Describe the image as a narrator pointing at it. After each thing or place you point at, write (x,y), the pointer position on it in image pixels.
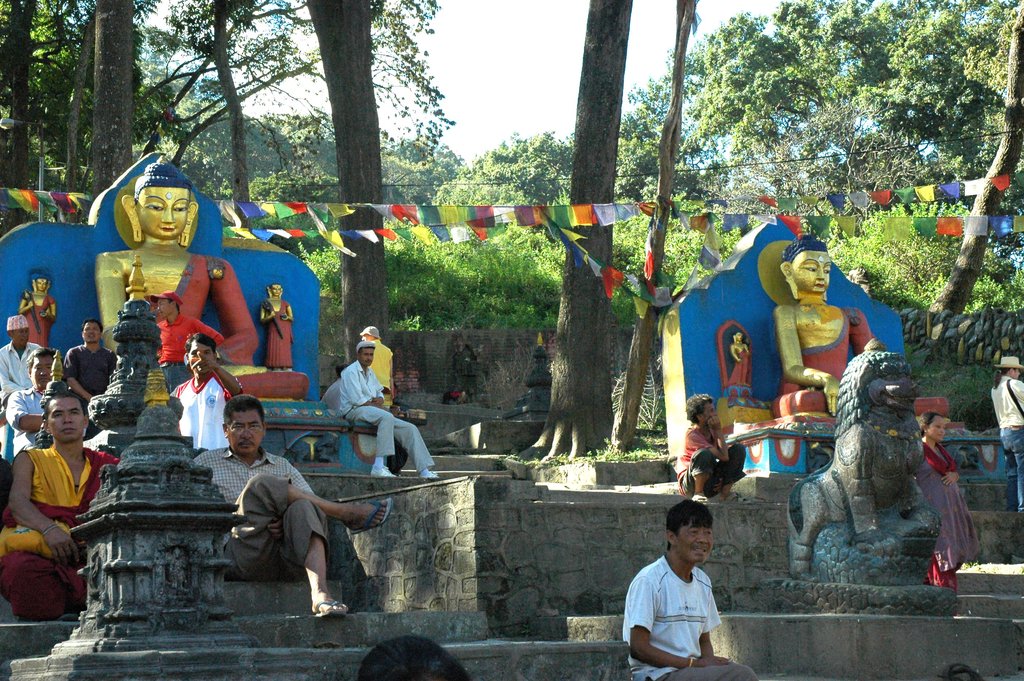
In this image there are two Buddha statues (693,324) in the middle (668,341) and there are trees (371,213) in between them. Near the Buddha statue (148,243) there are few people (26,386) sitting on the wall (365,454). In the foreground (188,556) there are sculptures (199,530). At the top (478,66) there is sky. In the background (910,120) there are trees (521,155) and flags (458,219).
